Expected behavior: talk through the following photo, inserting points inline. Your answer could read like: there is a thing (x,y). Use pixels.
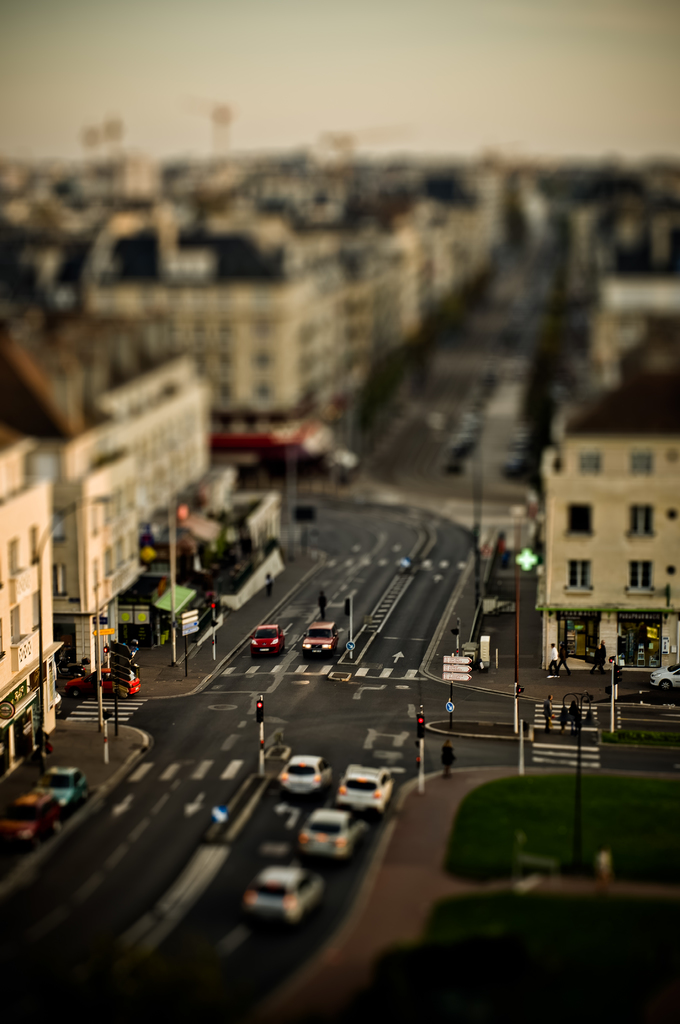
In this image I can see an aerial view. There are vehicles (9,834) and poles (614,710) on the road (435,711), in the center (302,659). There are buildings (6,417) on the either sides. There is sky (162,129) at the top (293,129).
